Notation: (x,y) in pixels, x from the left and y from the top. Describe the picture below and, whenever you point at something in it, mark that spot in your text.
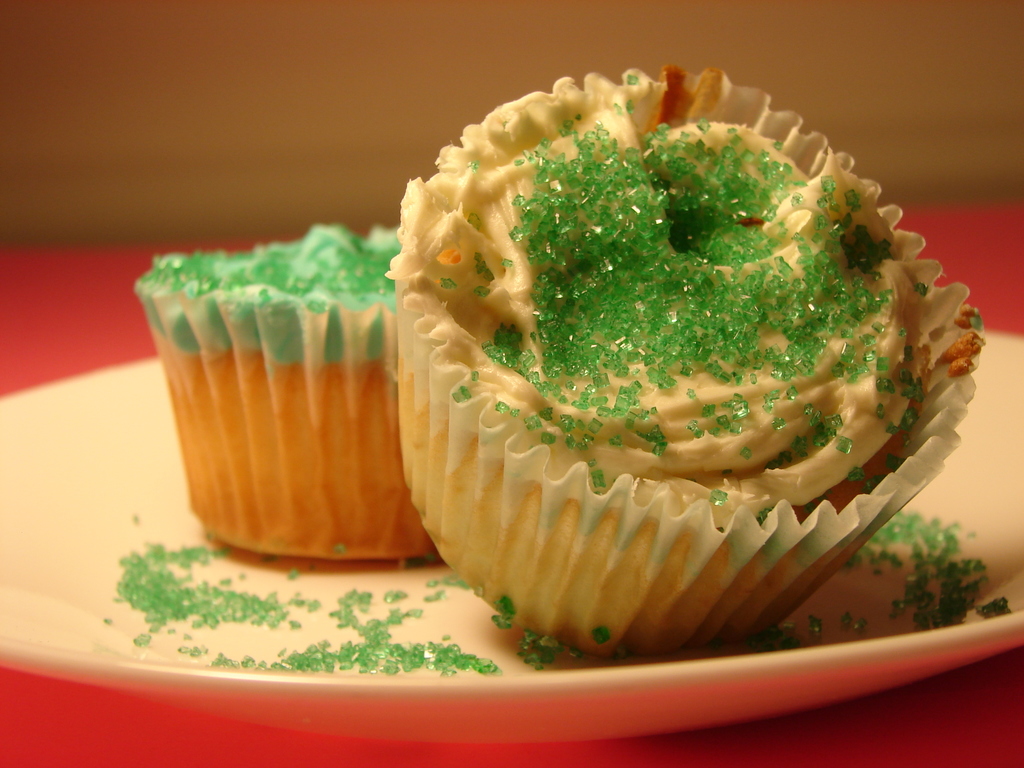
In this image we can see two cupcakes (287,376) on a plate (128,652) and the plate (99,671) is on the table (83,687) near to the wall (208,89).
